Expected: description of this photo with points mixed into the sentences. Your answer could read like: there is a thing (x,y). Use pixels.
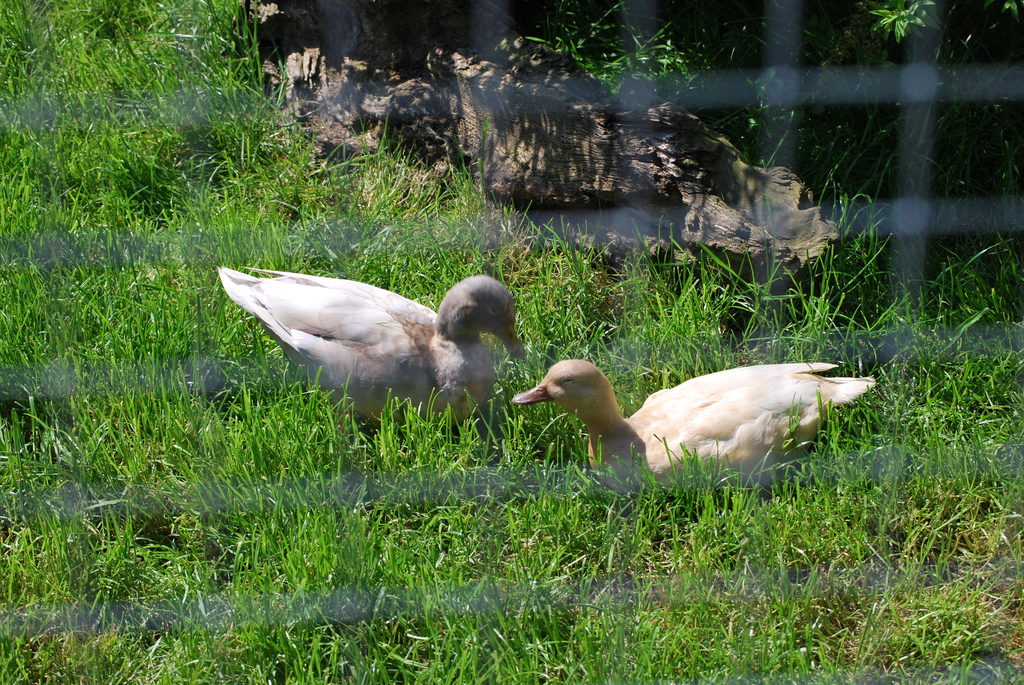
In this image there are two birds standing on the grass (128,269), beside that there is a wooden piece (265,9).
